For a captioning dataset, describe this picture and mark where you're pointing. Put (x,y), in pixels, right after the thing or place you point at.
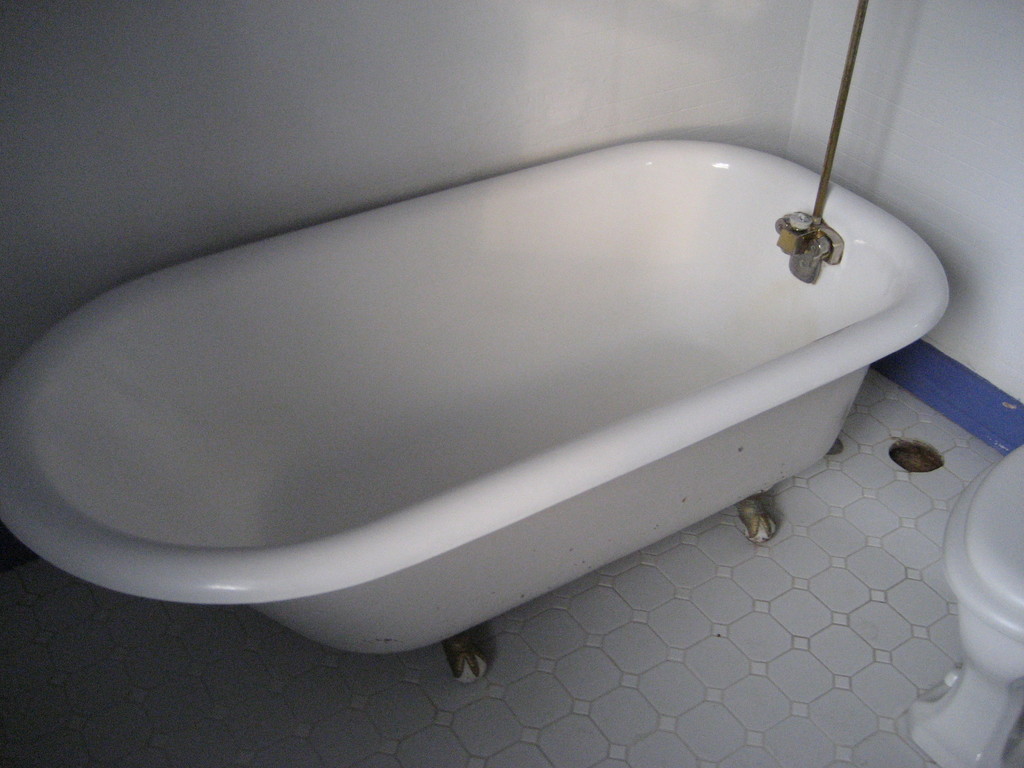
In this picture we can see a bathtub (511,428), and commode (993,626). This is floor (708,669). And there is a wall (191,124).
